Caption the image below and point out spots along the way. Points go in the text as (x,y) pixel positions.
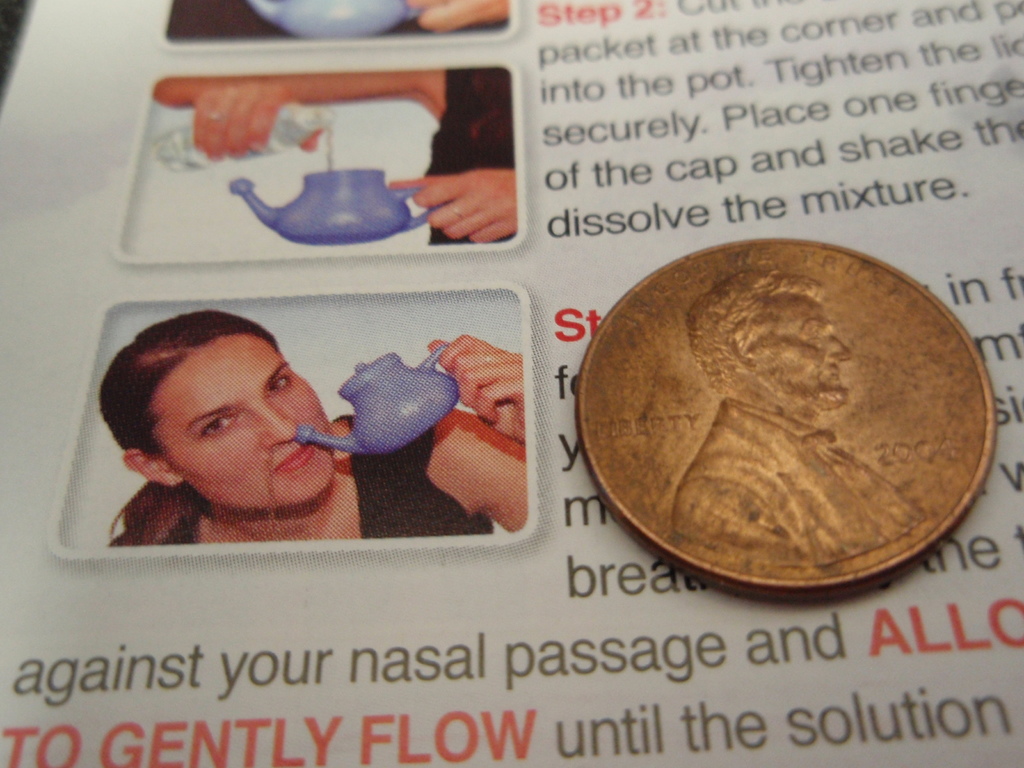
In the image there is a coin (646,404) kept on a paper (625,99) with some text (620,706) and images (243,427).
